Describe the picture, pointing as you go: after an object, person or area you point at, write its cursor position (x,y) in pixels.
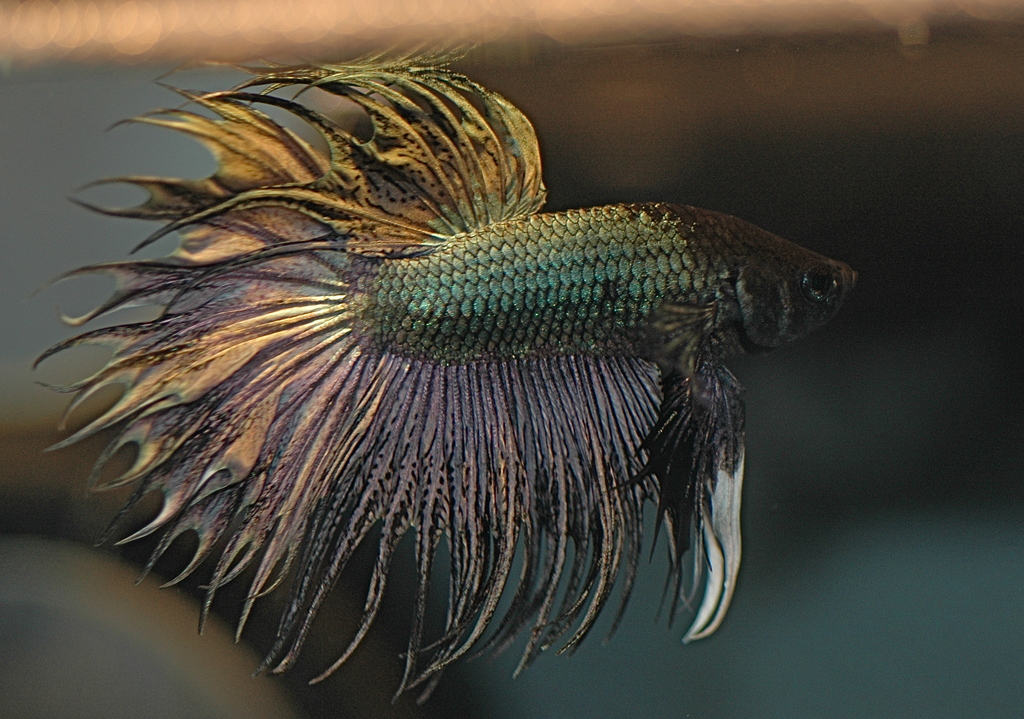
In this image there is a fish (632,284). The background (569,45) is blurry.
